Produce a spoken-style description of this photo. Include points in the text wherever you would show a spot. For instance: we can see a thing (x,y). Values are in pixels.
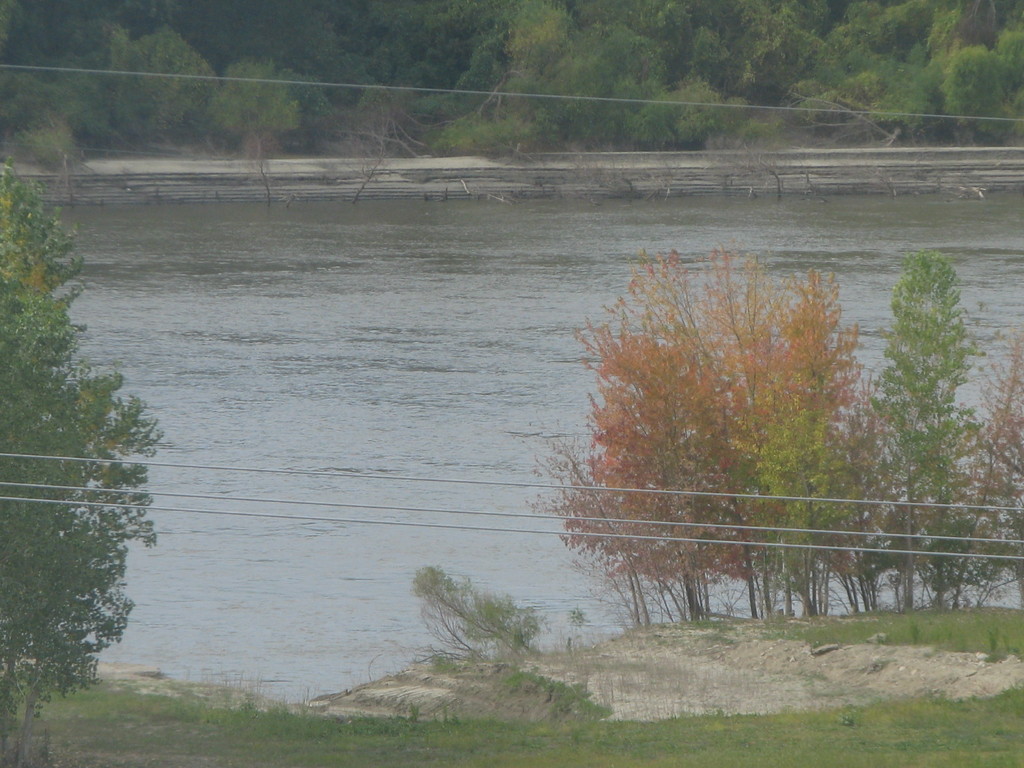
In this picture we can see the grass (67,751), water (291,613), wires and in the background (176,40) we can see trees (87,86).
